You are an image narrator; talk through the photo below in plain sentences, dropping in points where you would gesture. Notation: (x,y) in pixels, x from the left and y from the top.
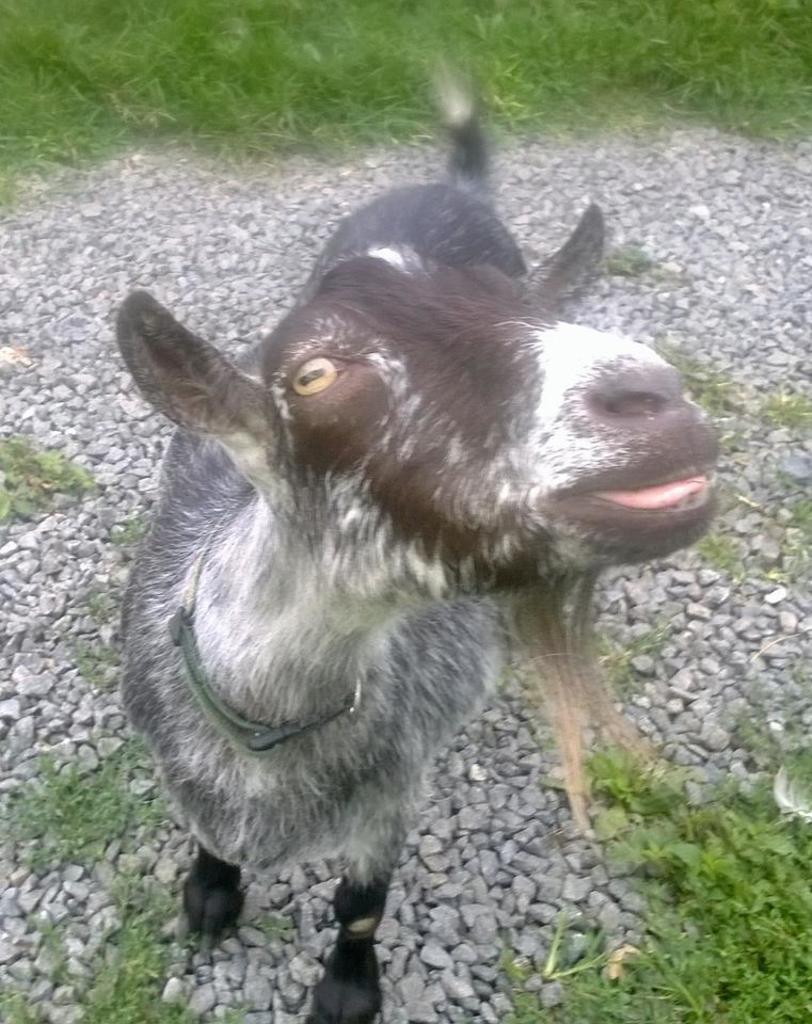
In the center of the image (492,455), we can see an animal (358,501) and at the bottom (513,808), there is grass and we can see stones (493,889).
